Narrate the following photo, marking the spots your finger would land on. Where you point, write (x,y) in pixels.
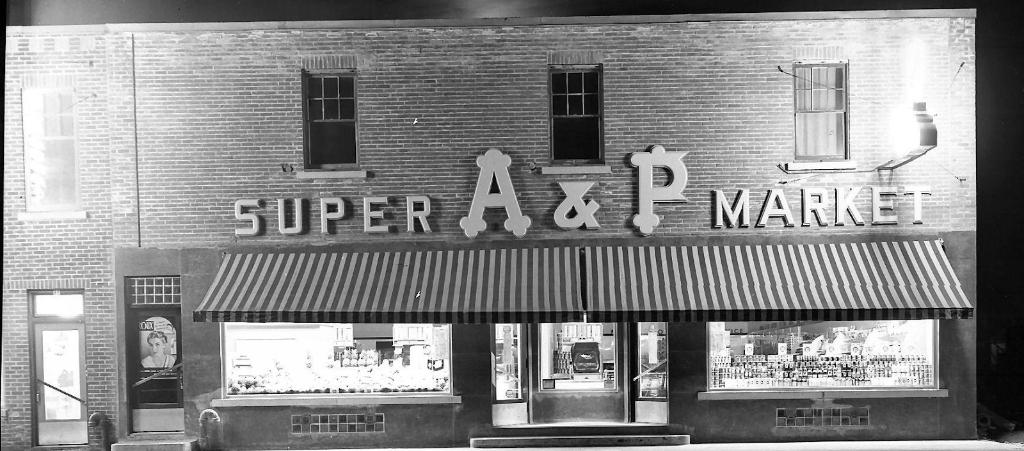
In this picture there is a building (765,230). On the bottom (753,356) we can see glass door (643,366) and windows (818,357). On the left (179,363) there is a wooden door (55,357). On the top (813,130) we can see small windows (798,133). Through the door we can see shelves (602,351), products (714,375) and other objects (570,347). On the top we can see light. On the right (1007,197) there is a darkness (1005,183).
